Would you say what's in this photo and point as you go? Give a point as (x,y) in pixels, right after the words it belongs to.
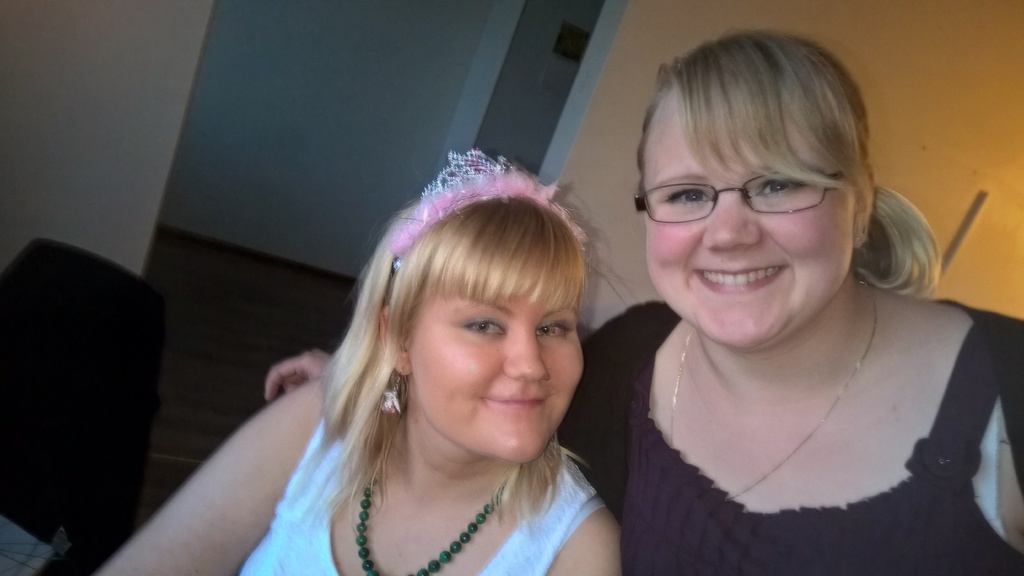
In this image, there are two women (525,508) smiling. On the left side of the image (82,455), I can see a chair (145,403). Behind these women (616,455), I can see the walls (997,86).
